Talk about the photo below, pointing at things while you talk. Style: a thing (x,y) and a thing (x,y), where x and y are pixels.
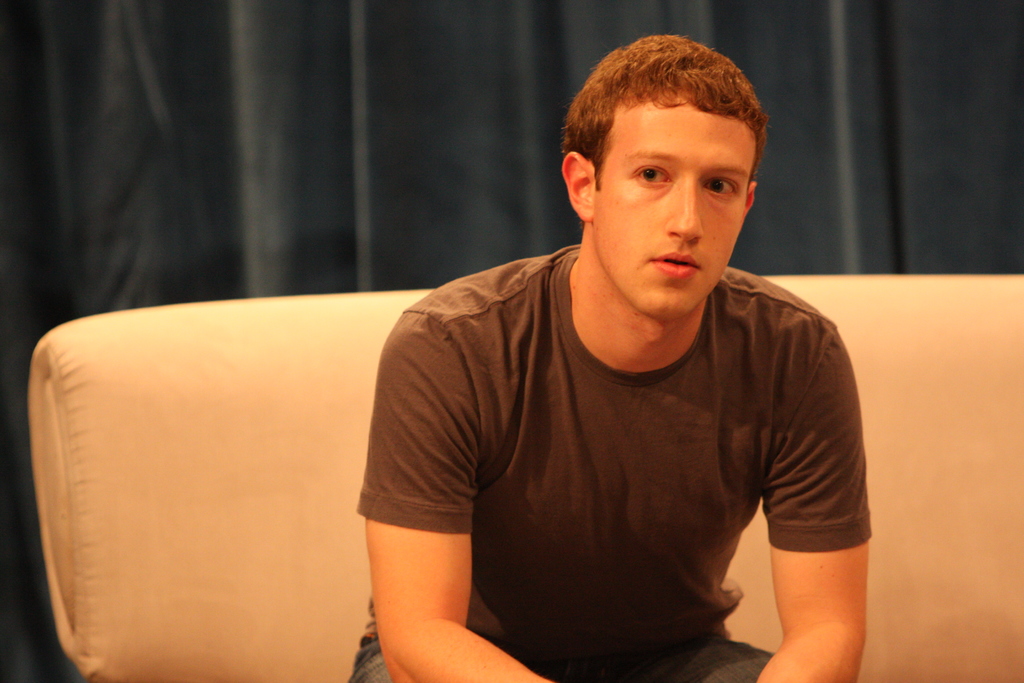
In this image we can see a person (694,384) sitting on the couch (946,387) and a curtain (396,99) in the background (494,83).
